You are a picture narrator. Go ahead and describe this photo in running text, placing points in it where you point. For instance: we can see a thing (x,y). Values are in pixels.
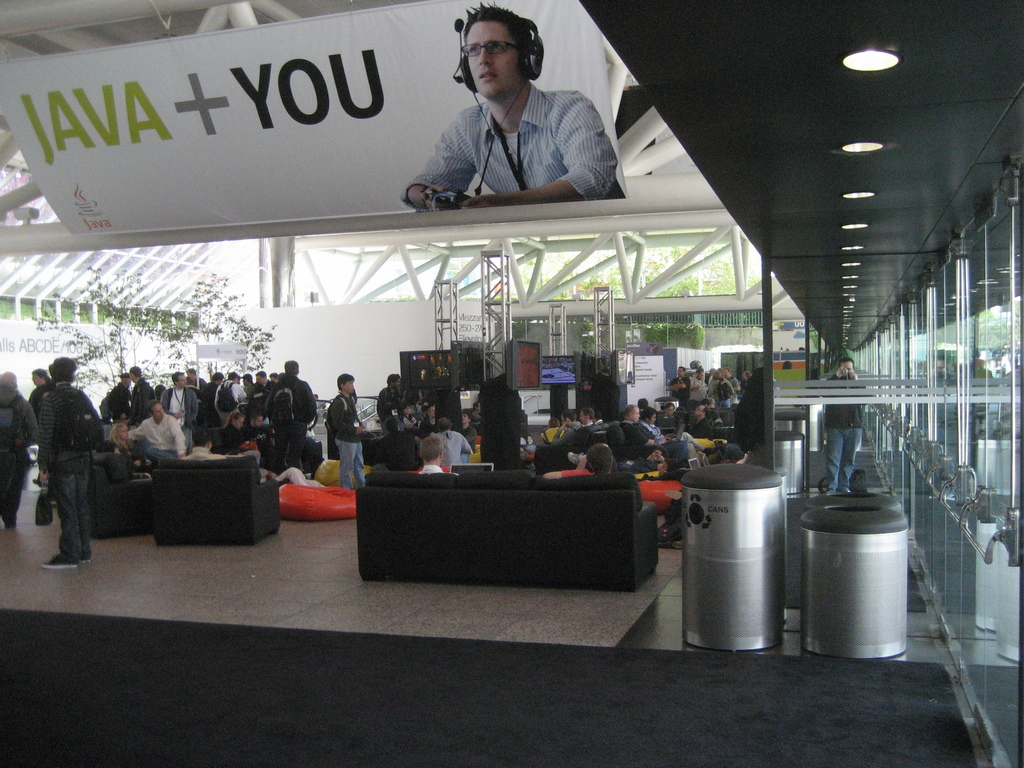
In this image in front (217,703) there is a mat (321,699) on the floor (788,513). There are people (609,470) sitting on the sofa (413,491) and there are few other people (349,393) standing on the floor (795,612). On the right side of the image (732,520) there are dustbins (718,512). There are glass doors (964,617). In the background of the image (585,368) there are TVs (456,379). There are trees (220,339). On top of the image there are lights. There is a banner (395,148).
